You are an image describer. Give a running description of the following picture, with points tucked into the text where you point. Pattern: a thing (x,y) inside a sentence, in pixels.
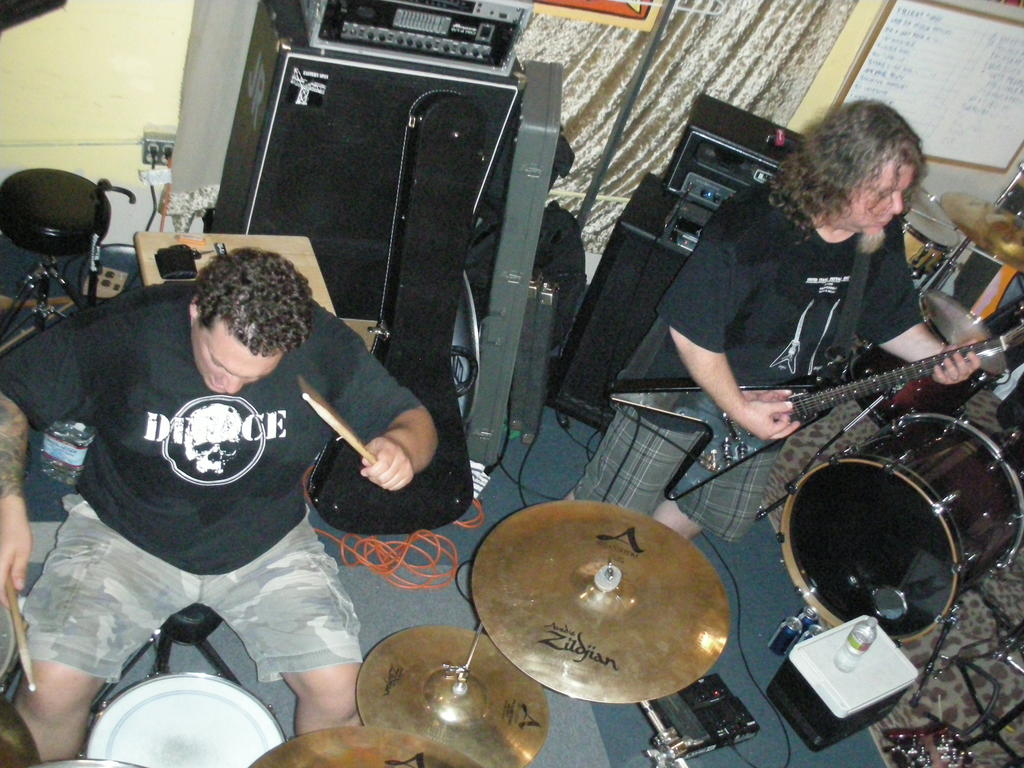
In this image I see 2 men (759,197) who are wearing black t-shirts (80,324) and shorts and I see that this man (853,112) is holding a guitar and this man (384,397) is holding sticks (16,611) and I see the drums (212,744) and other musical instruments (688,545). In the background (478,422) I see few equipment (253,121) and I see the stool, wall (168,38), a board (960,136) on which there are words (916,84) written and I see the cloth (586,137) over here and I can also see there are cans (805,617) over here and I see a box (885,692) on which there is a bottle (844,643).
